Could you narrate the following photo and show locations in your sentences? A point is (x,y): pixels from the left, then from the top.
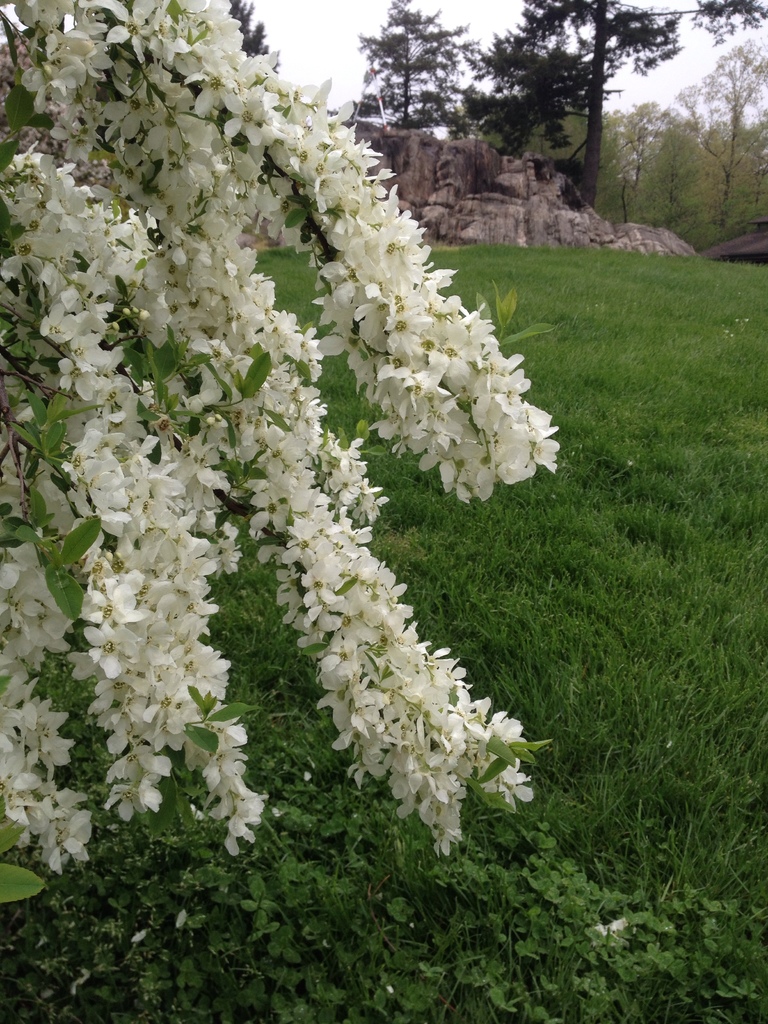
In this picture there are few flowers (210,559) which are in white color and the ground (519,487) is greenery (567,496) and there are few rocks (539,189) and trees (549,142) in the background (549,142).
